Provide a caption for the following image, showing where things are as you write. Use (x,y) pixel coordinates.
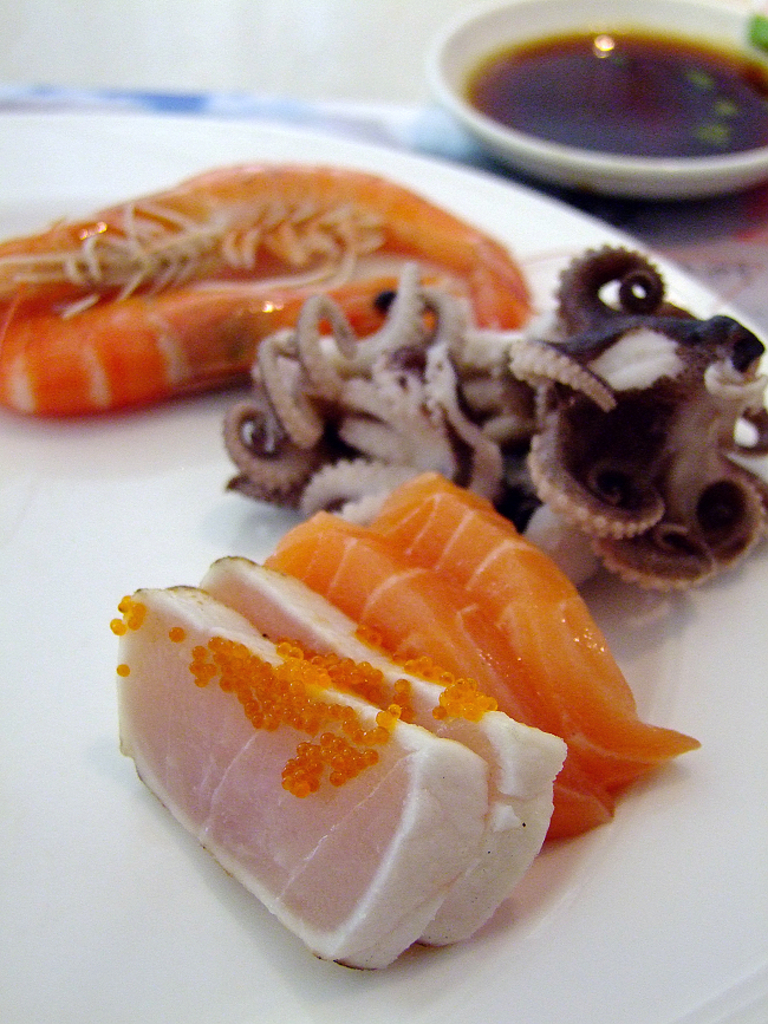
In the picture I can see the raw meat items (413,242) on the plate (530,293). I can see a dish bowl (615,163) on the top right side of the picture (646,82).
